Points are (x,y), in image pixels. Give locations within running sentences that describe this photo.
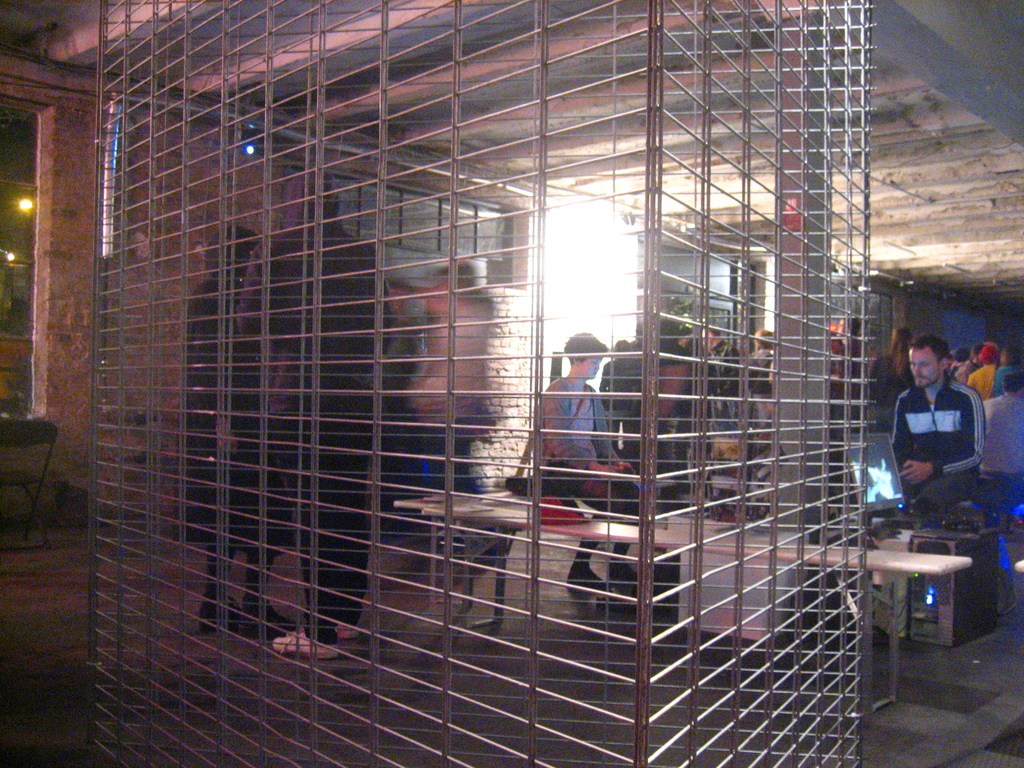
In this image I can see a iron railing (748,185). Back I can see system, CPU (991,594) and few people (940,452) are sitting on tables (867,562). I can see a brick wall (82,312).
